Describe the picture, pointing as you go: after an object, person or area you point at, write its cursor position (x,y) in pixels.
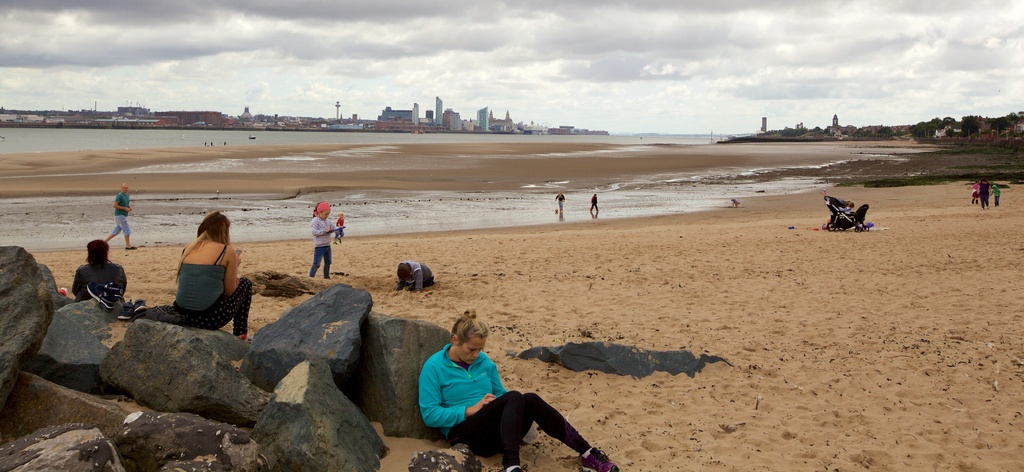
In this image, we can see persons (487,430) on beach (480,178). There are buildings (121,120) in the middle of the image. There are rocks (409,388) in the bottom left of the image (221,371). There are clouds (536,37) in the sky (512,37).
